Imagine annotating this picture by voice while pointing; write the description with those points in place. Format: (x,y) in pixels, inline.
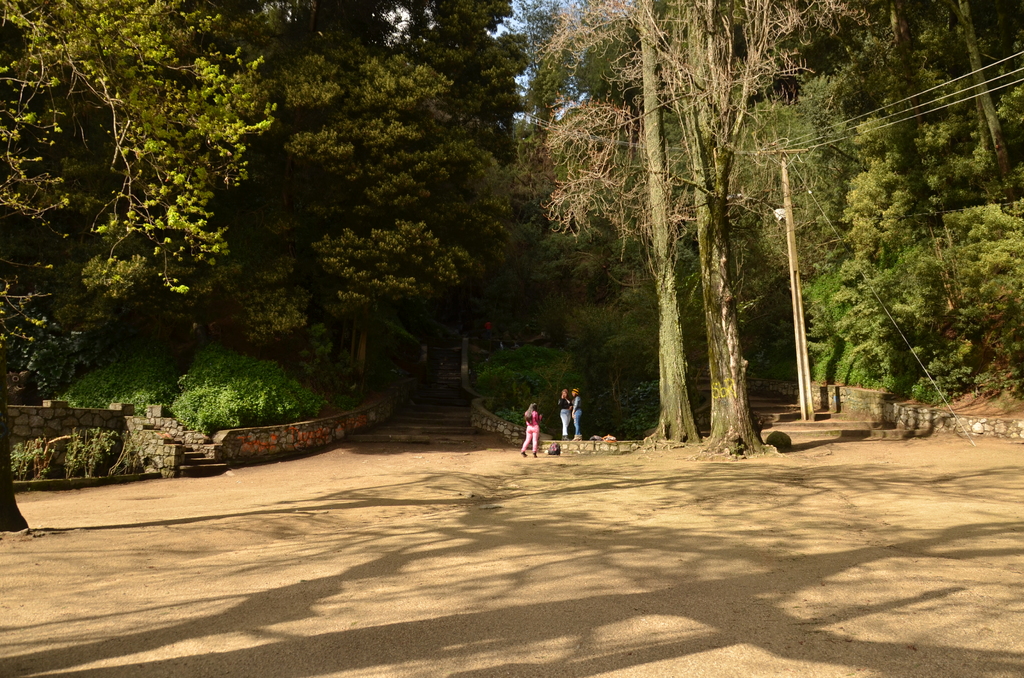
In the image there are three girls (527,427) standing in the middle (548,449) with plants (1004,317) on either sides along with trees (703,298).
